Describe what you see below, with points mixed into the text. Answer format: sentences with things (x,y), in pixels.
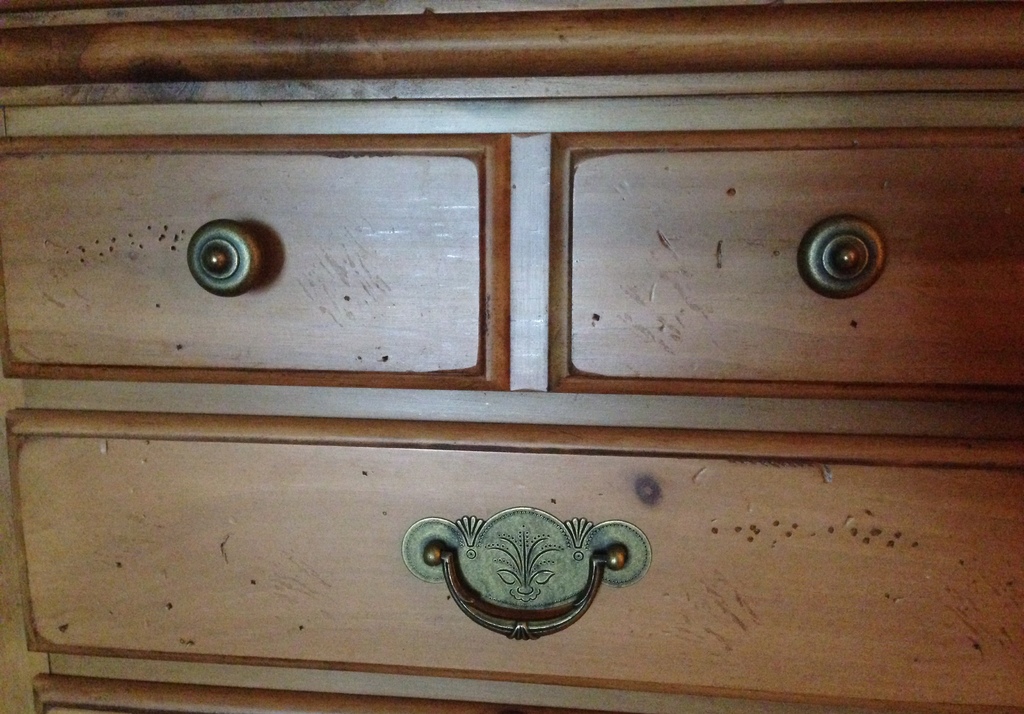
This image consists of a cabinet (65,379) made up of wood (279,87). In the front (255,548), we can see three drawers (284,182) to which there are handles (498,622) made up of metal (575,559).
